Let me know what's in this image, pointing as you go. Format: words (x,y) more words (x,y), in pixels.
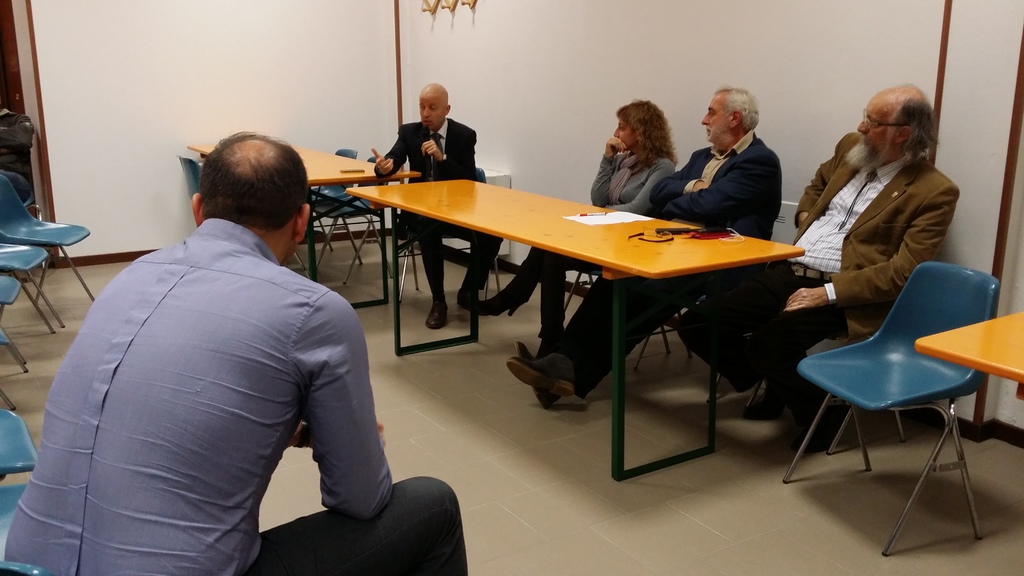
This picture is clicked in a room (423,430). There are group of persons (148,335) sitting on chairs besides a table (390,199). There is a man (243,375), towards the left (290,374) and remaining are towards the right (791,397). A person (468,162) in the center (483,263), he is wearing a black blazer (458,146) and holding a mike (422,130). Towards the right corner (924,305) there is a table (1017,331) and a chair (875,349).
